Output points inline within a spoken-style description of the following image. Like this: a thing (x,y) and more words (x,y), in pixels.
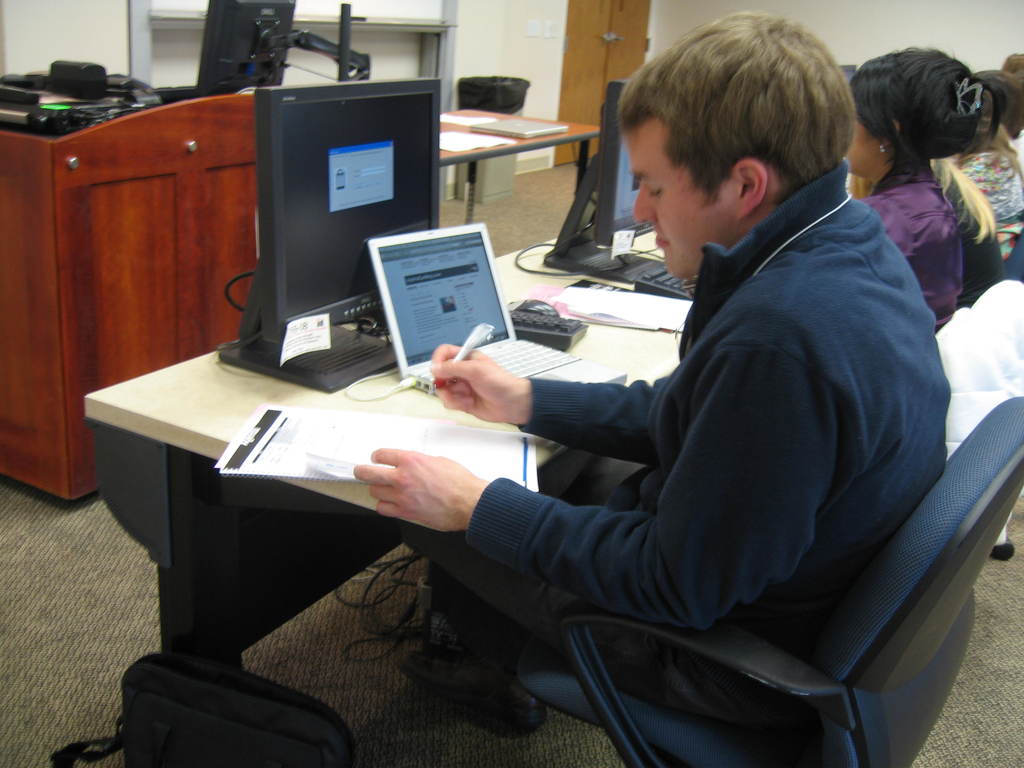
in this picture we can see a man (802,648) is sitting on a chair (743,647) and holding a pen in his hand (455,352), and a paper (364,453) on the table (331,395) and here is the laptop (384,280) and computer keyboard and mouse (541,302), and beside a woman (907,157) is sitting and working, and at beneath there is the bag (236,720), here is the floor (73,578) and carpet (63,575) on it.
